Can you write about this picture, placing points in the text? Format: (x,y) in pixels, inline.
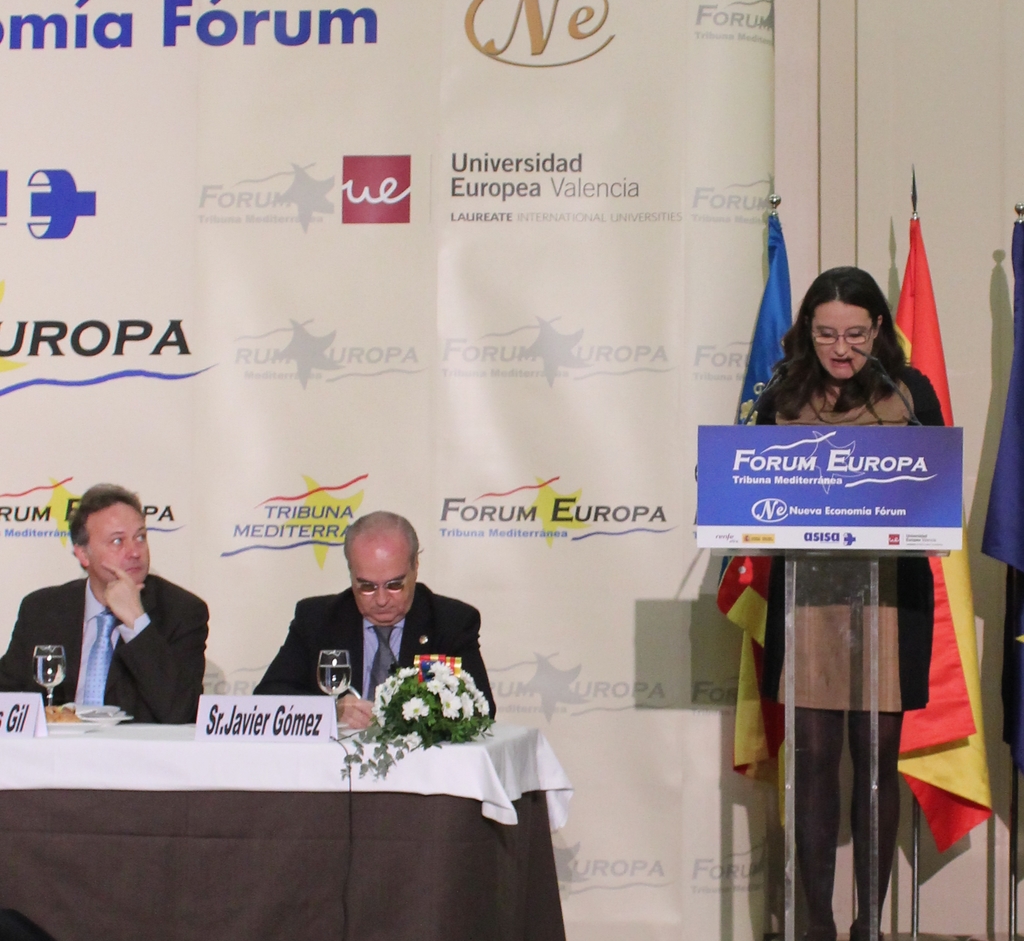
In this image two persons (360,589) are wearing suit (466,609) and tie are sitting behind a table (271,793) which is covered with a cloth (178,845). On table (61,727) there are few name boards (294,718), glass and plate (92,719) on it. A woman (824,697) is standing behind the podium (832,489) having mike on it. Behind her there are few flags (944,667). A banner (465,324) is attached to the wall (874,170).
